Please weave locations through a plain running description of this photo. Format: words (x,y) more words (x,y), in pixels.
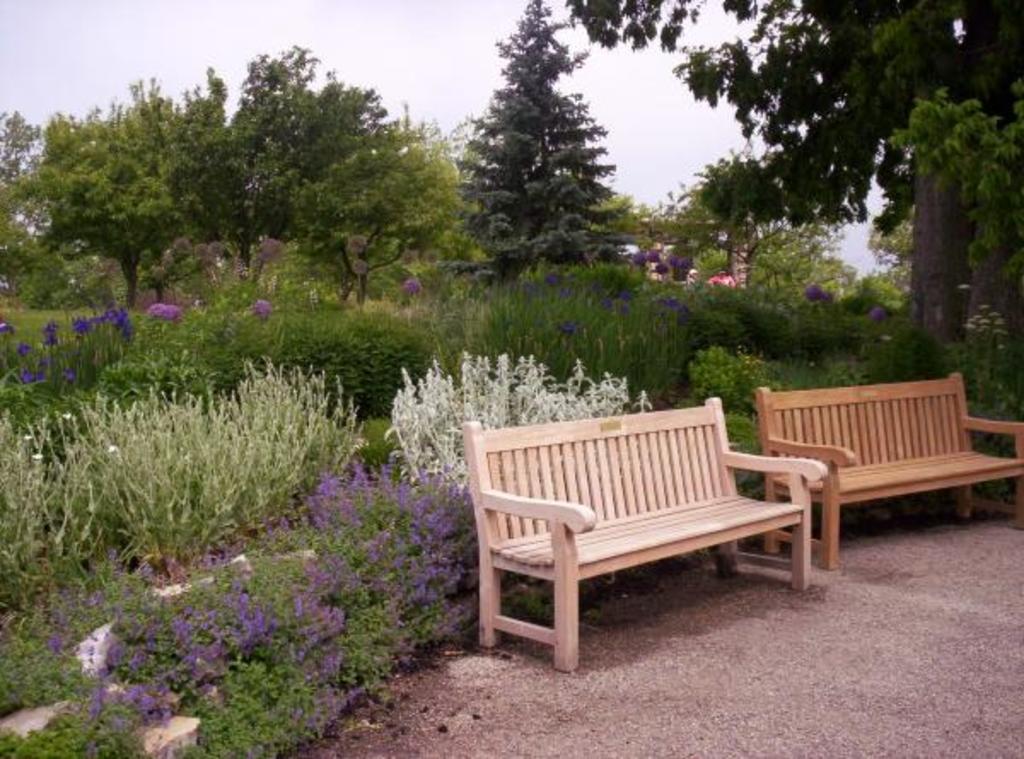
In this image I can see two benches (936,447), flowering plants (322,570), trees (191,209) and a person (716,279). On the top (425,58) I can see the sky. This image is taken during a day may be in the park (585,643).
